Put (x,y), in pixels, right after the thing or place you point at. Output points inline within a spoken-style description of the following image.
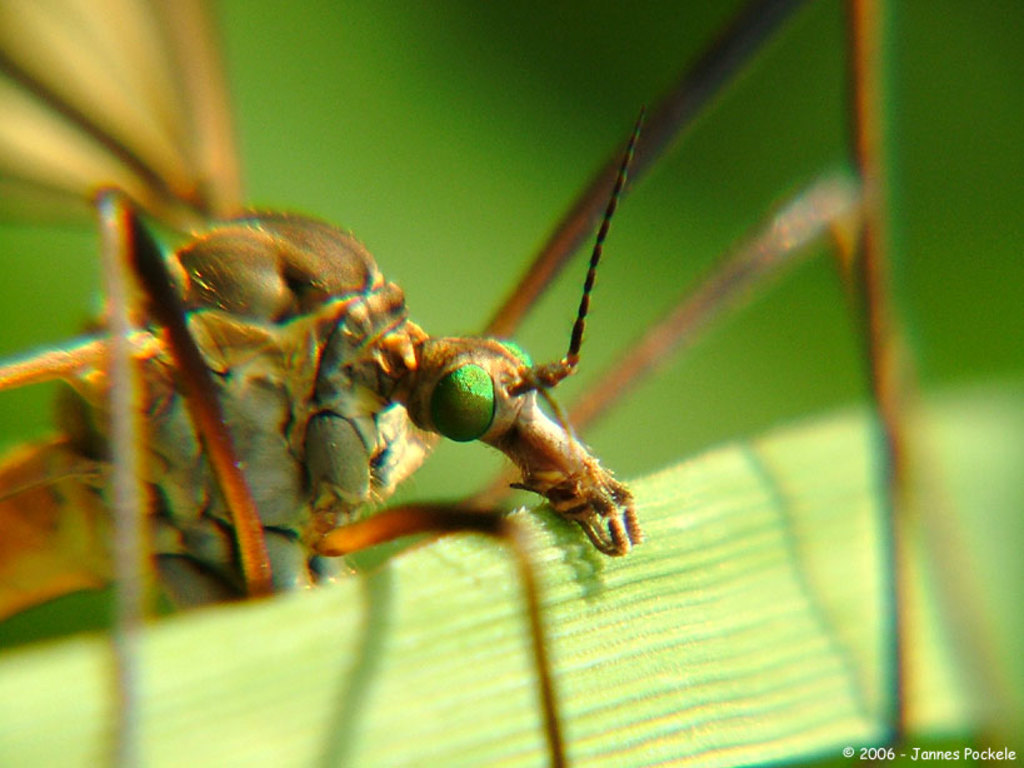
In this picture we can see an insect (219,413) on the green object (353,603). On the image there is a watermark (978,756).
